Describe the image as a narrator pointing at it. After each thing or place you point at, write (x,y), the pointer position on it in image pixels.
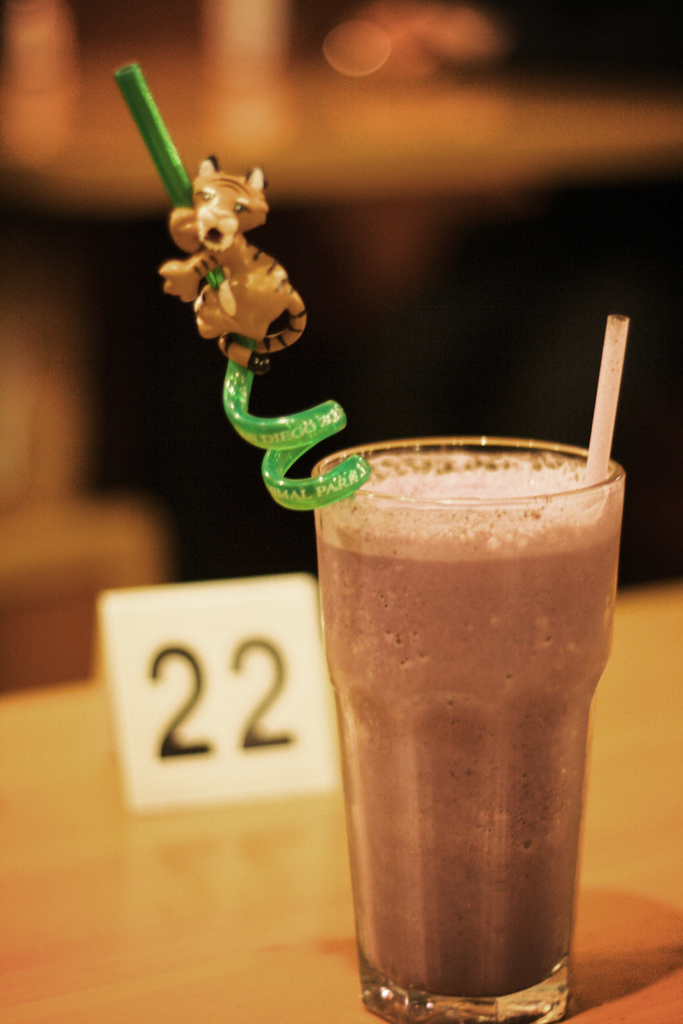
In this image we can see a glass (357,568) with straws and a board (202,777) with some numbers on it which are placed on a table (287,850).
